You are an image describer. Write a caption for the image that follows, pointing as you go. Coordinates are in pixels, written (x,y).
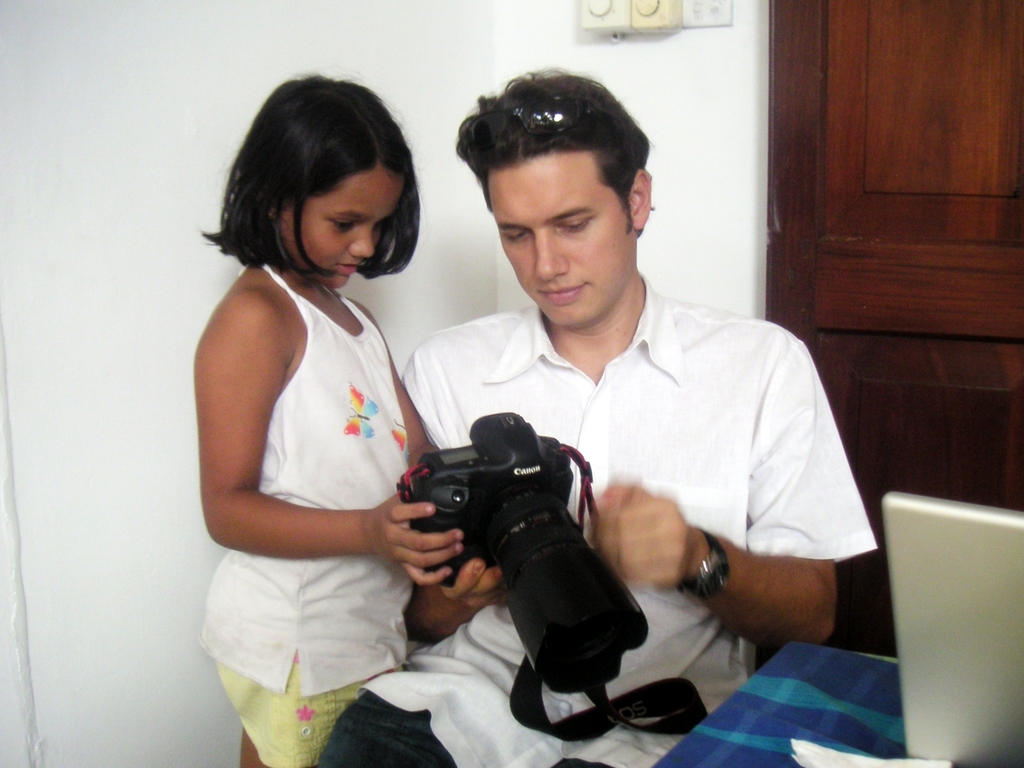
In the image we can see there are people (530,379) who are present and they are holding a camera (469,545) in their hand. The man (648,593) is sitting and the girl (308,456) is standing and at the back (127,271) the wall (127,349) is in white colour.
